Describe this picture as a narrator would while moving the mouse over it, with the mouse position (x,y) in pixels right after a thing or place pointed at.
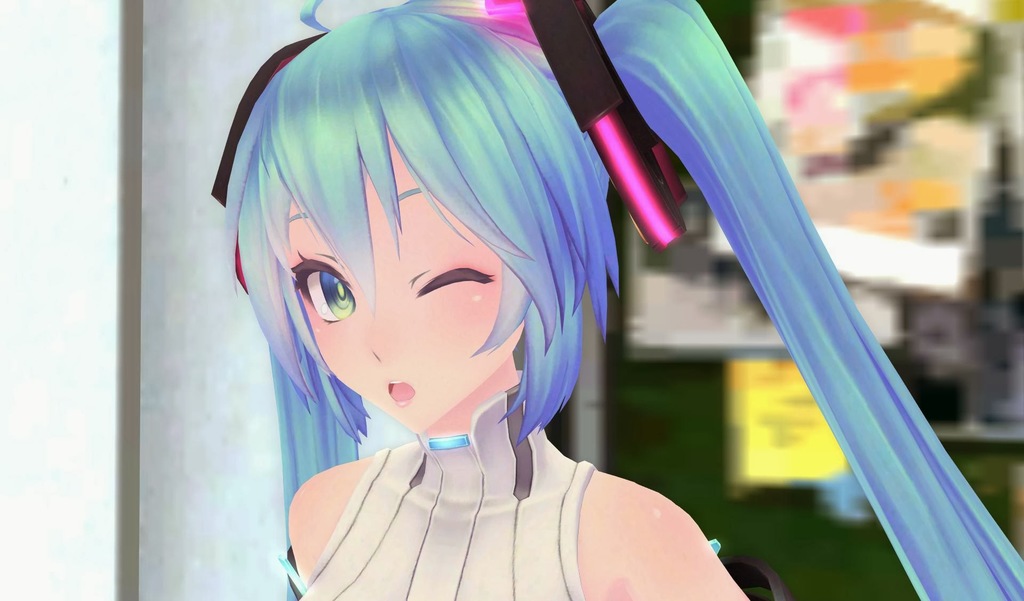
This is a girl (458,303) wearing clothes (452,517).
